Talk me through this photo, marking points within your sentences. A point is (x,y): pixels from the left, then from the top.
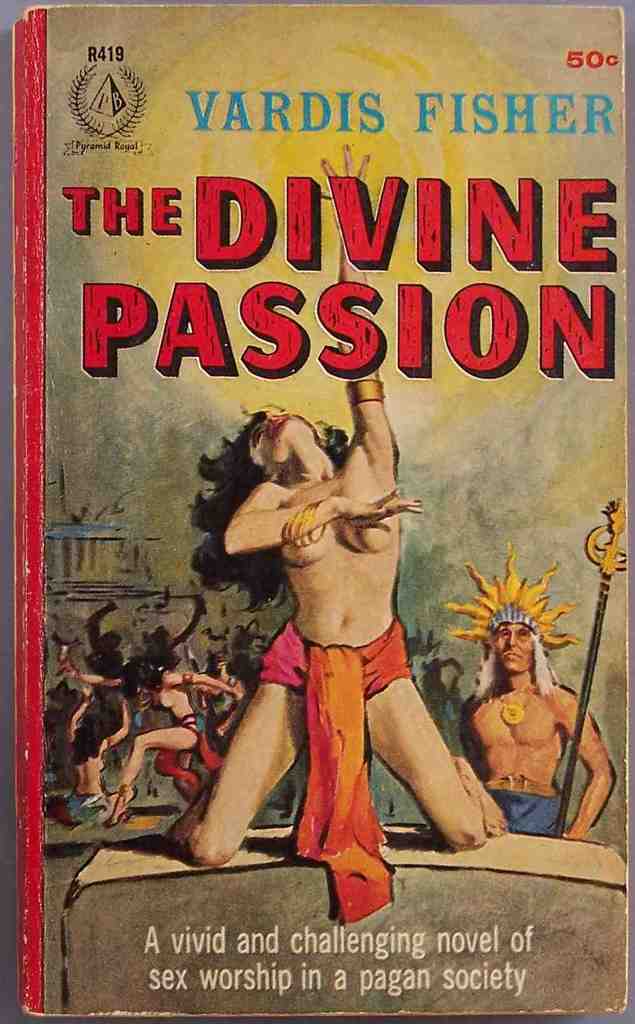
In this picture we can see a photograph of the story book (187,726) on which "The divine passion" is written. In the front book cover (316,598) we can see the woman (350,842) sitting on knees (212,851).
